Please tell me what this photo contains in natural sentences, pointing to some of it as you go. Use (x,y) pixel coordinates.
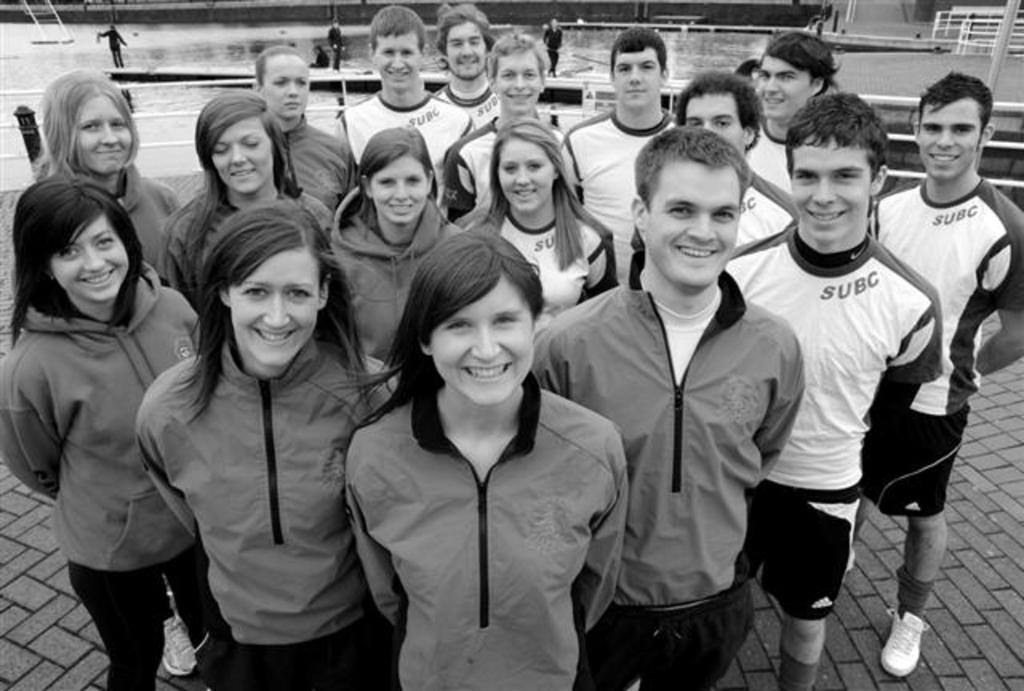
In this picture we can see a group of people (218,520) standing on the ground (844,666) and smiling and at the back of them we can see some people (321,52), rods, water (509,32) and some objects (917,35).
